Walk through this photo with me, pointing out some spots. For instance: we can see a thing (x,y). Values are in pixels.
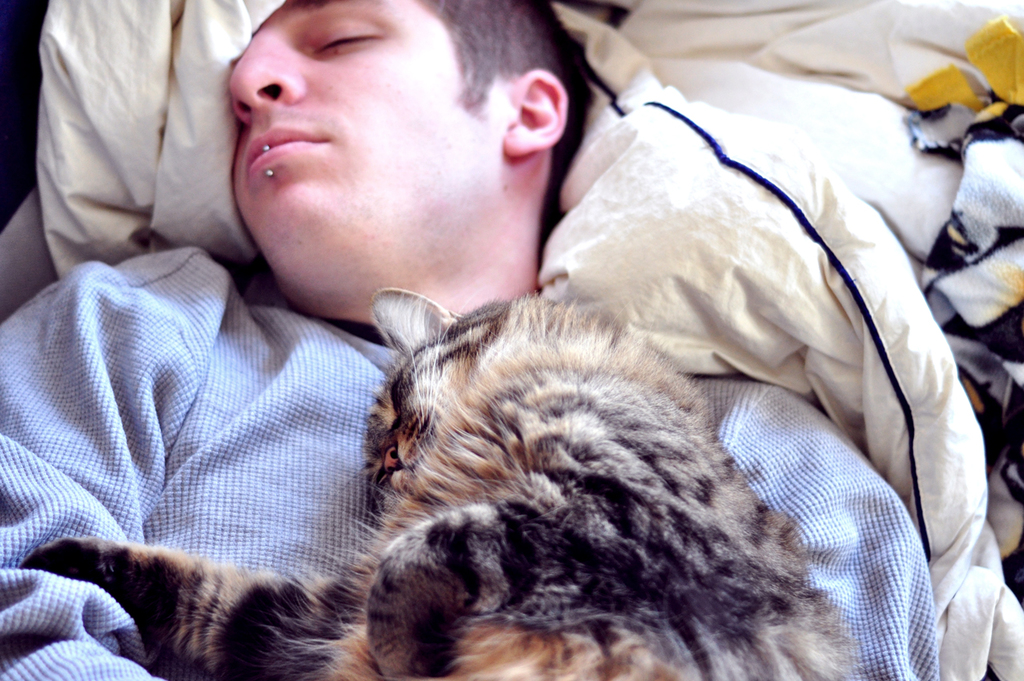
In this image I can see a man (8,663) and a cat (387,646) on his chest (345,387). I can also see few clothes (813,212) over here.
